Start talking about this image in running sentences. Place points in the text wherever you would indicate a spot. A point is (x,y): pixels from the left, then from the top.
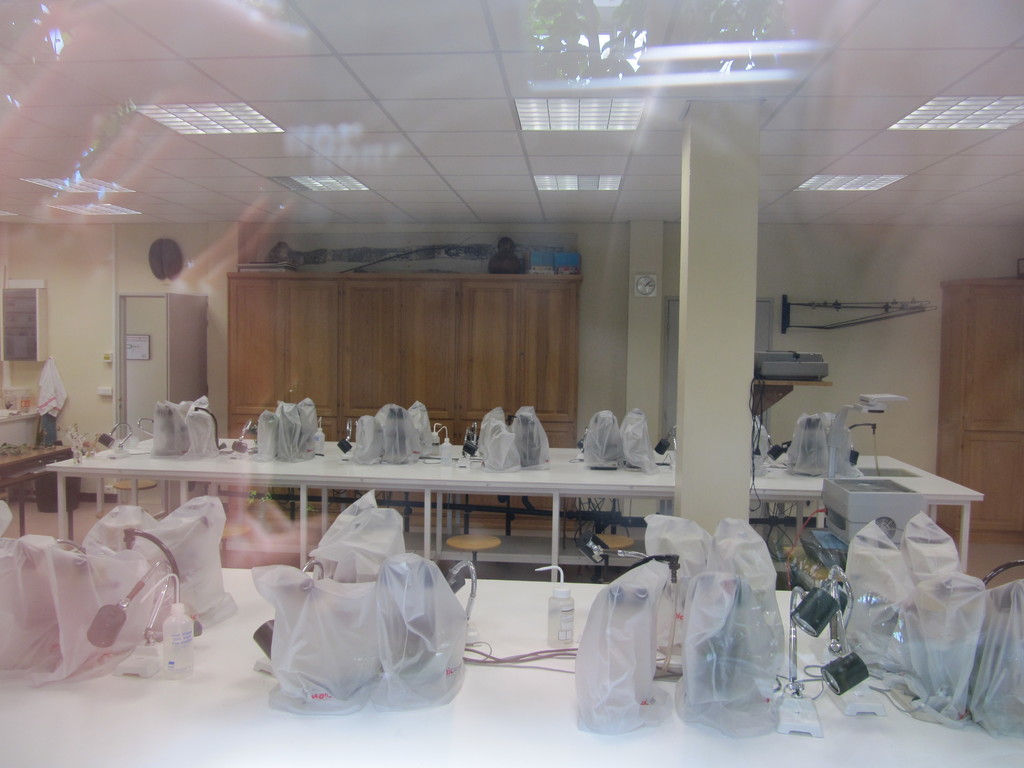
In this picture I can see number of tables (330,455) on which there are things (369,521) which are covered with plastic covers (333,533) and I see few more things (319,428). In the background (277,353) I can see the cabinets (273,327) and few equipment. On the top of this picture (436,126) I can see the ceiling (919,202) on which there are lights (591,124) and I see 2 pillars (692,186) in the center (647,367).
